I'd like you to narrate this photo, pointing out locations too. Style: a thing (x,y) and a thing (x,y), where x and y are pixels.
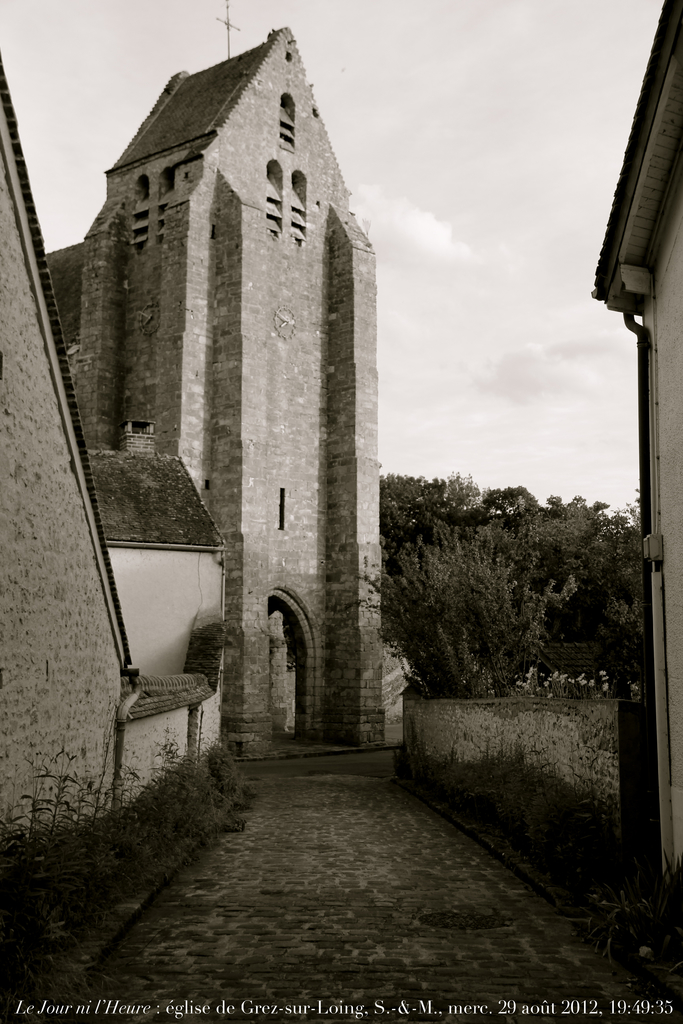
This picture is clicked outside. In the center (296,366) we can see the path (296,866) and we can see the plants (70,839) on both the sides and we can see a building (280,332) and we can see the houses (644,584). In the background (473,318) we can see the sky (473,318), trees (460,642) and some other objects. At the bottom (61,1014) we can see the text (520,1006) and numbers (641,1007) on the image.
